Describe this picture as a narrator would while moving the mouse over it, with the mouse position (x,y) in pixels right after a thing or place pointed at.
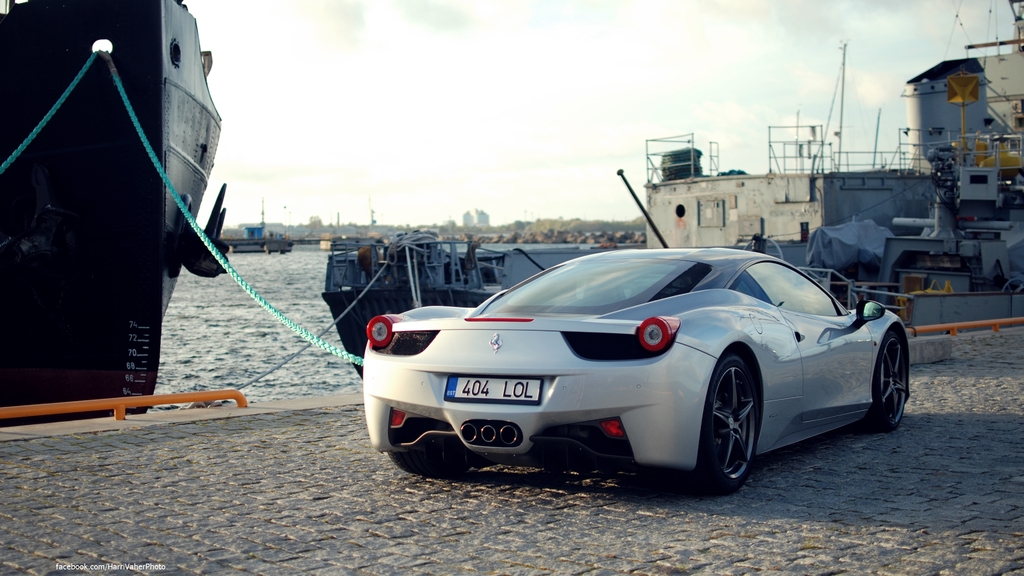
On the right side (707,299), there is a gray color vehicle (660,428) on a road (624,546). In the background (684,235), there are ships (985,150) and boats (985,150) on the water (275,269), there are trees (422,225), buildings (267,230) and there are clouds (309,29) in the sky (325,104).
